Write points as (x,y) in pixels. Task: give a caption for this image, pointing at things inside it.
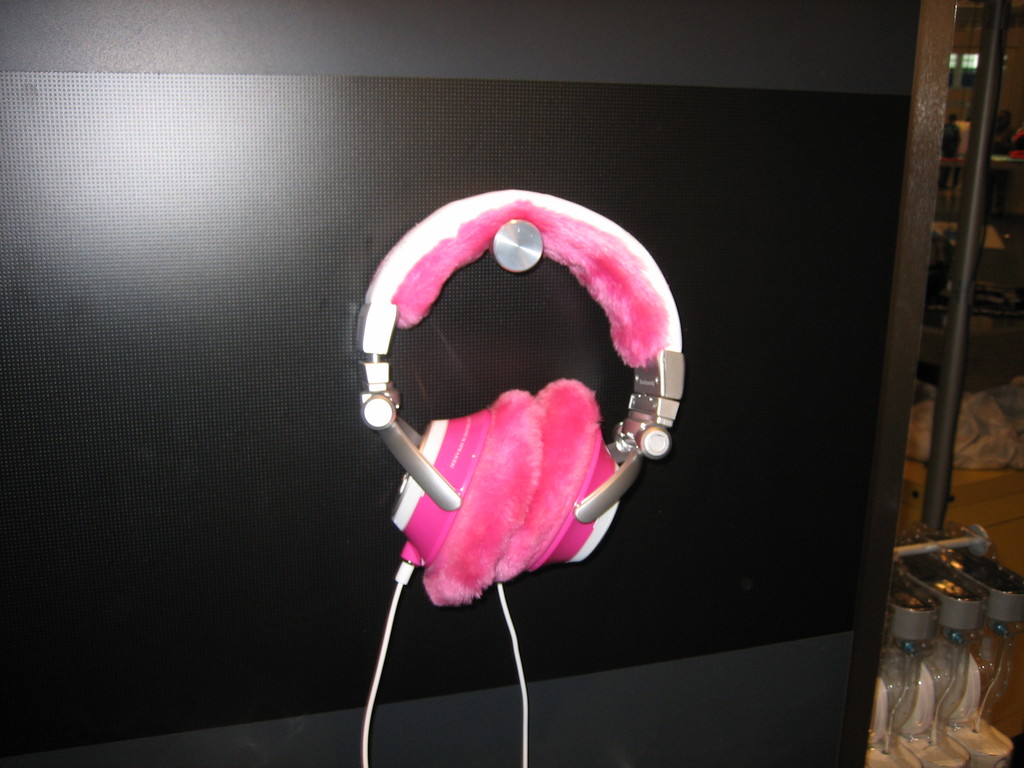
In this picture we can see headphones (617,457), cable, wall (830,258), pole (964,297) and in the background (969,540) we can see some objects (1012,594).
